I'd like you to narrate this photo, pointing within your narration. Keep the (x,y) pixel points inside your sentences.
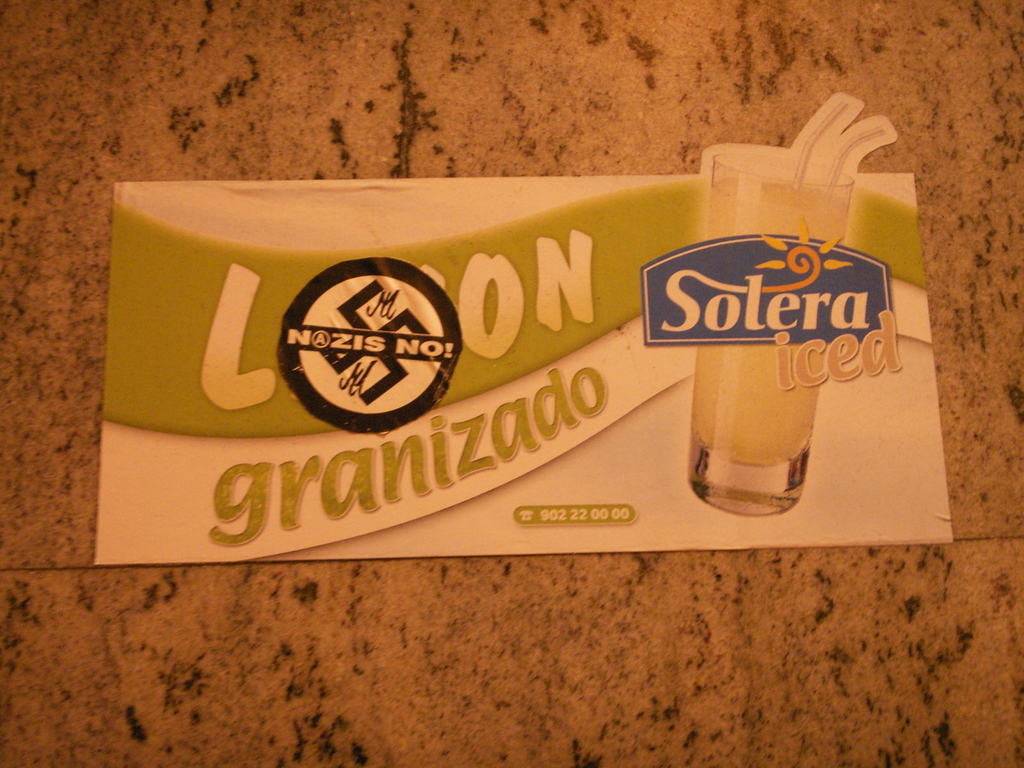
In the center of the picture (451,264) there is a pamphlet (162,329) on a tile (60,118).
